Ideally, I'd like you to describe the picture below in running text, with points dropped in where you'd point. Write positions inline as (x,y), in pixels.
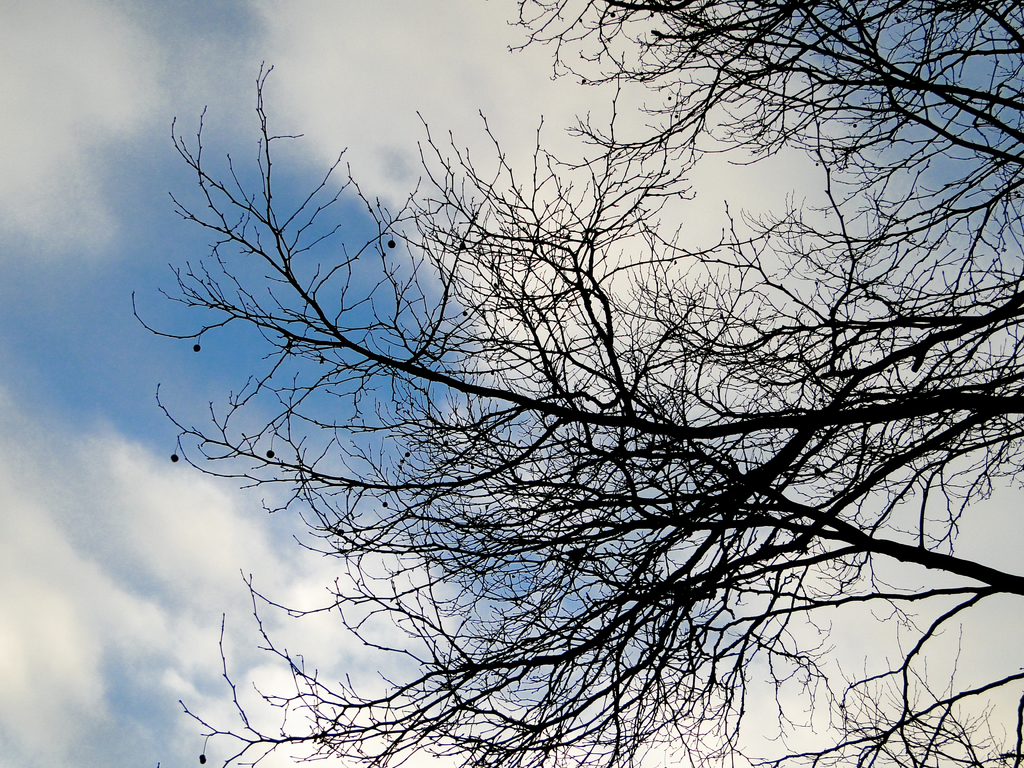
On the right side (925,305), there are trees (835,369). In the background (975,710), there are clouds (434,86) in the blue sky (222,330).
